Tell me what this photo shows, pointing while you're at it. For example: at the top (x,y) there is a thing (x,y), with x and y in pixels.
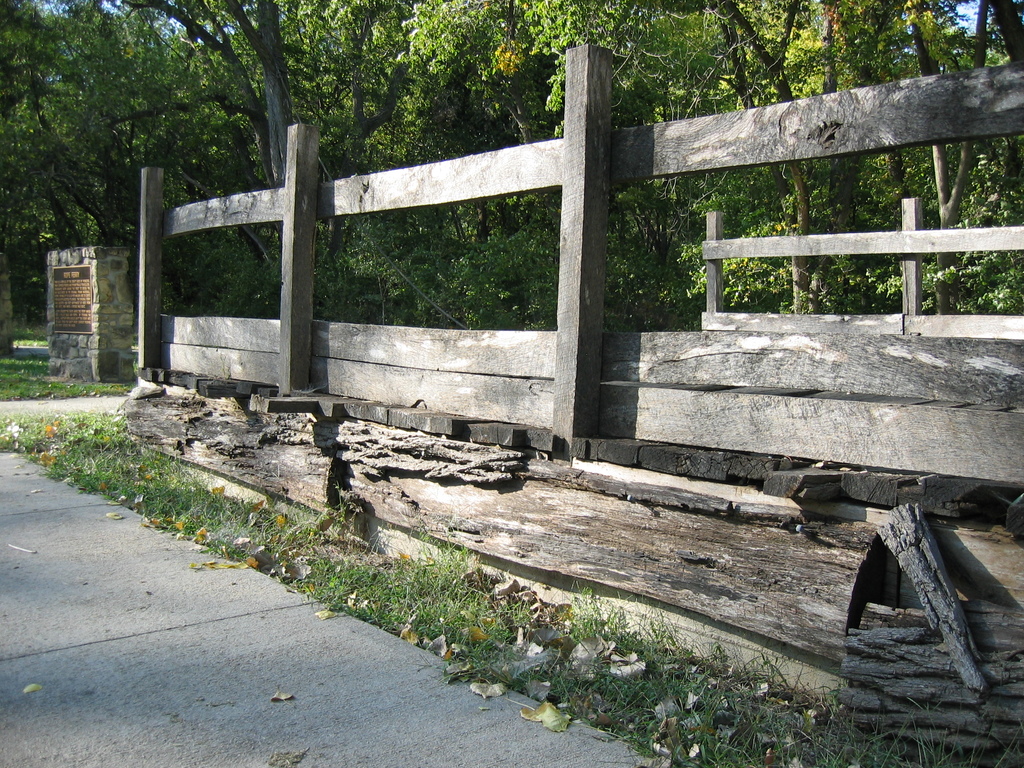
In the foreground (241,317) I can see grass (455,648) and a wooden fence (425,349). In the background (934,254) I can see trees (707,19) and the sky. This image is taken may be during a day.
